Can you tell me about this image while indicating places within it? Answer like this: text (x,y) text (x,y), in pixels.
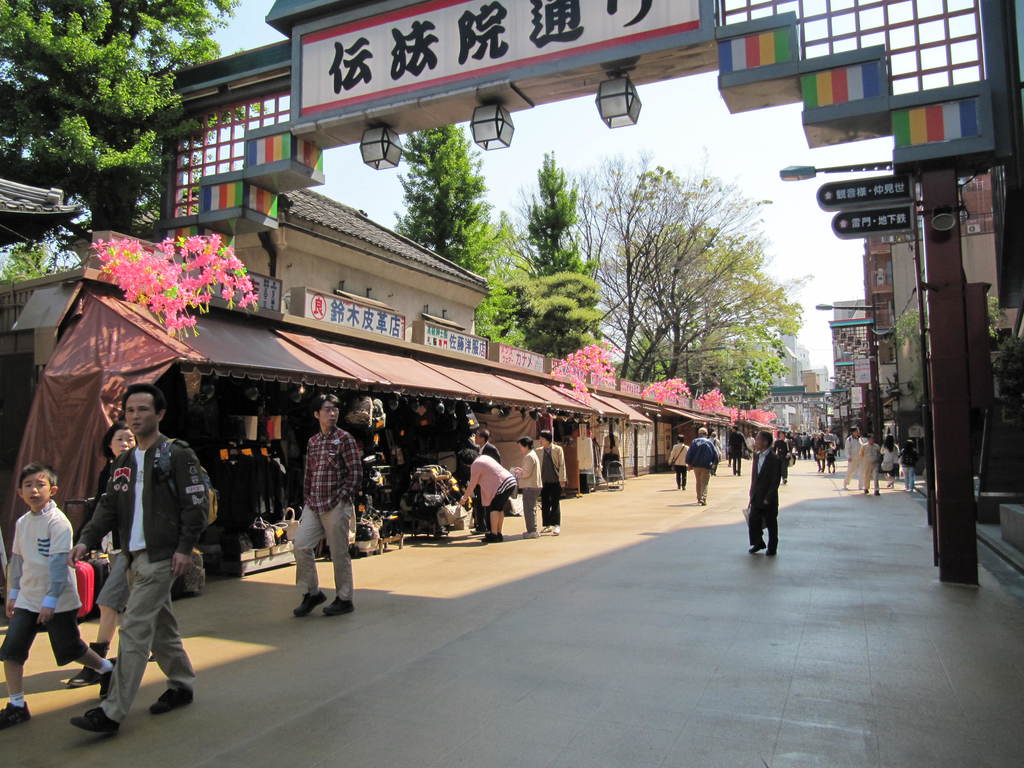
In this image I can see a entrance arch (655,40) visible in the middle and there are some shops (94,299), buildings (916,383), street light poles (854,170), the sky (734,166) visible in the middle (359,307) and top of shop (433,345) I can see colorful flowers (703,399), in front of shops (363,376) I can see a road (488,611), on the road (472,619) I can see persons (553,483) walking.
